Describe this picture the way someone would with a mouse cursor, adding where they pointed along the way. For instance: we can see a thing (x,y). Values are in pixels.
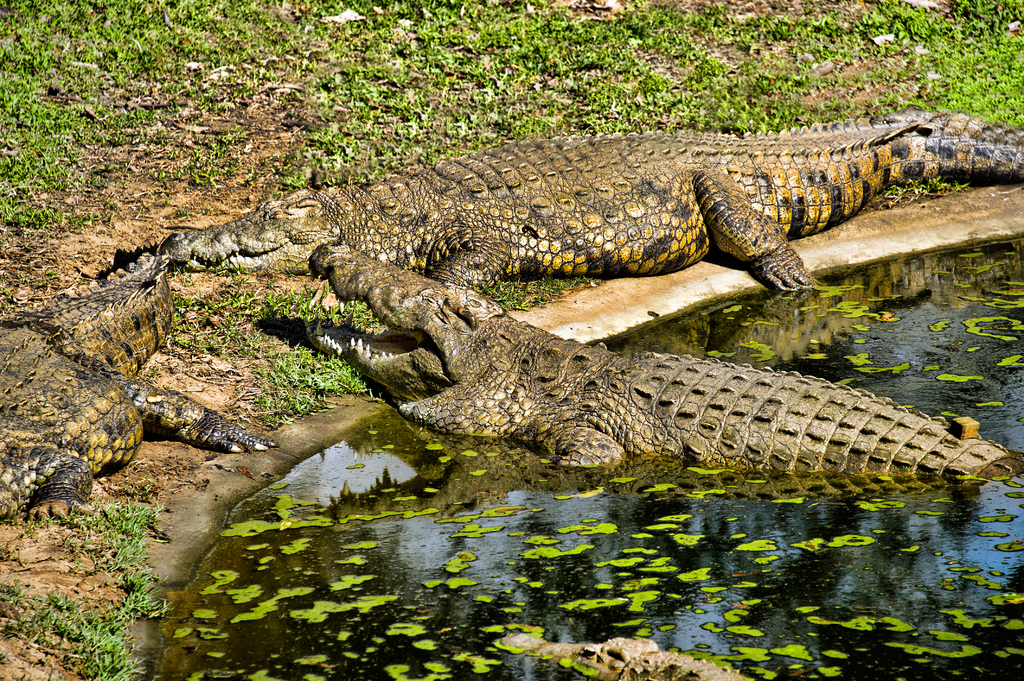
There are two crocodiles (704,404) partially in the water (628,540) and two other crocodiles (190,255) are on the ground (237,212) and we can see grass (264,98) on the ground (307,143).
